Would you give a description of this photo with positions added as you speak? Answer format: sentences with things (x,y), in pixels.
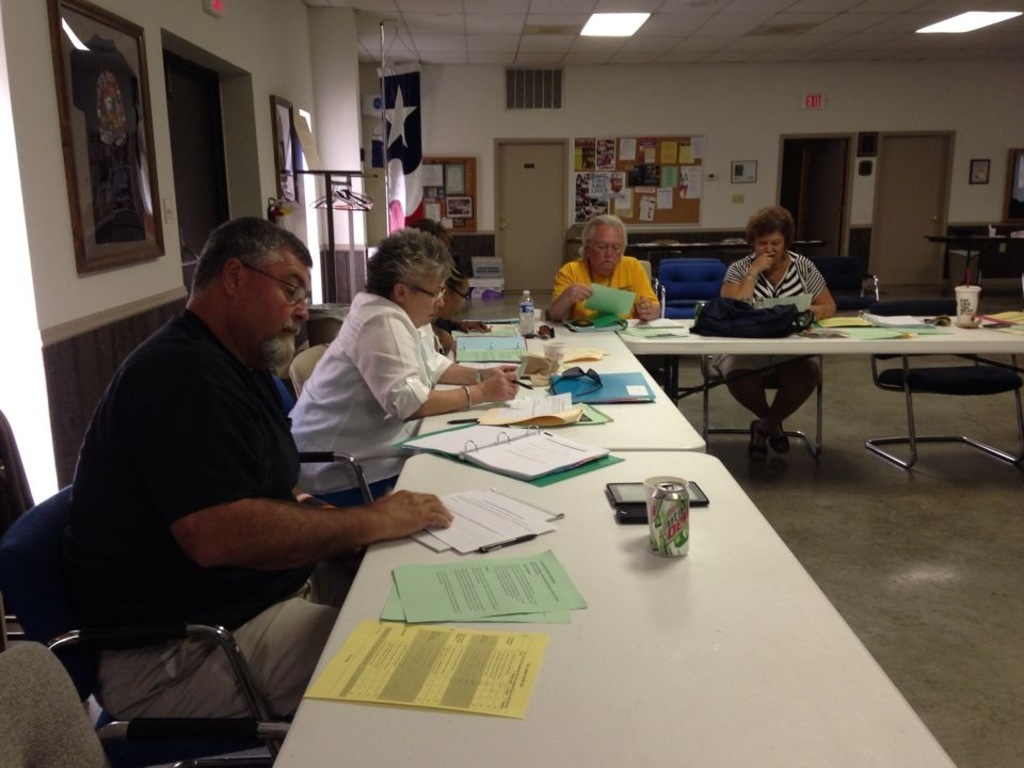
In this picture there are people (636,274) those who are sitting around the tables (551,489), tables (574,529) contains papers (473,580), files (580,470), and phones (619,484) on it, there are posters (579,178), portraits (743,176), and doors (785,199) in the background area of the image (585,190) and there are lamps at the top side of the image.
